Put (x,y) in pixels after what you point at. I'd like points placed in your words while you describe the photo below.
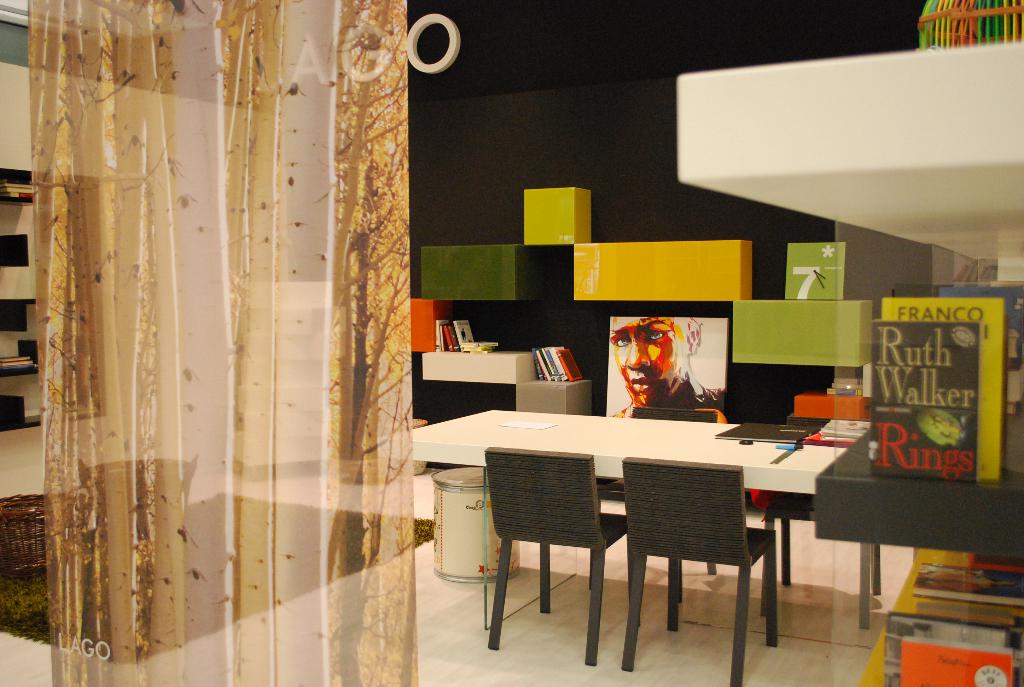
In this picture we can see the inside view of a building (487,326). There are chairs (686,417), a table (679,441), a carpet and some objects (463,513) on the floor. On the left (12,394) and right side of the image (946,348), there are books (942,578) and some other objects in the racks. At the top of the image (427,63), there is a name board (368,73) on the wall (510,329). On the left side of the image (156,393), it looks like a curtain (55,530). Behind the table (646,426), there are some other books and a photo frame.
